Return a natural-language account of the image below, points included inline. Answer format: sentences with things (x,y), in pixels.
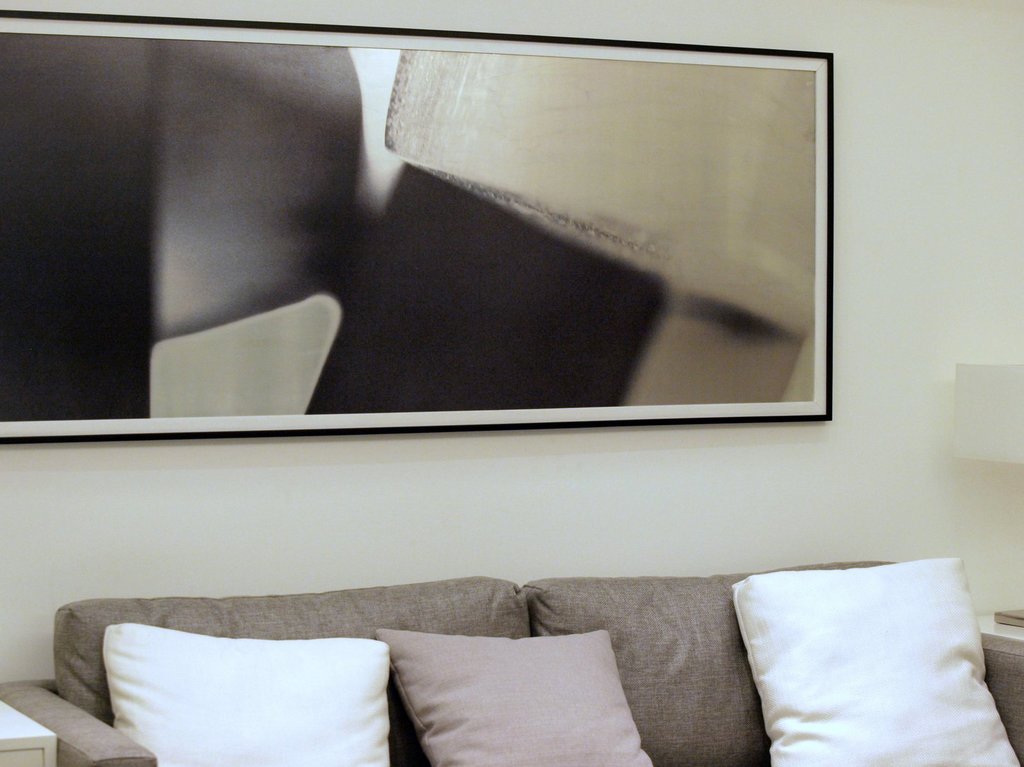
In this image I can see a sofa (231,621) and few cushions (277,646) on it. On this wall (506,444) I can see a frame (13,358).
